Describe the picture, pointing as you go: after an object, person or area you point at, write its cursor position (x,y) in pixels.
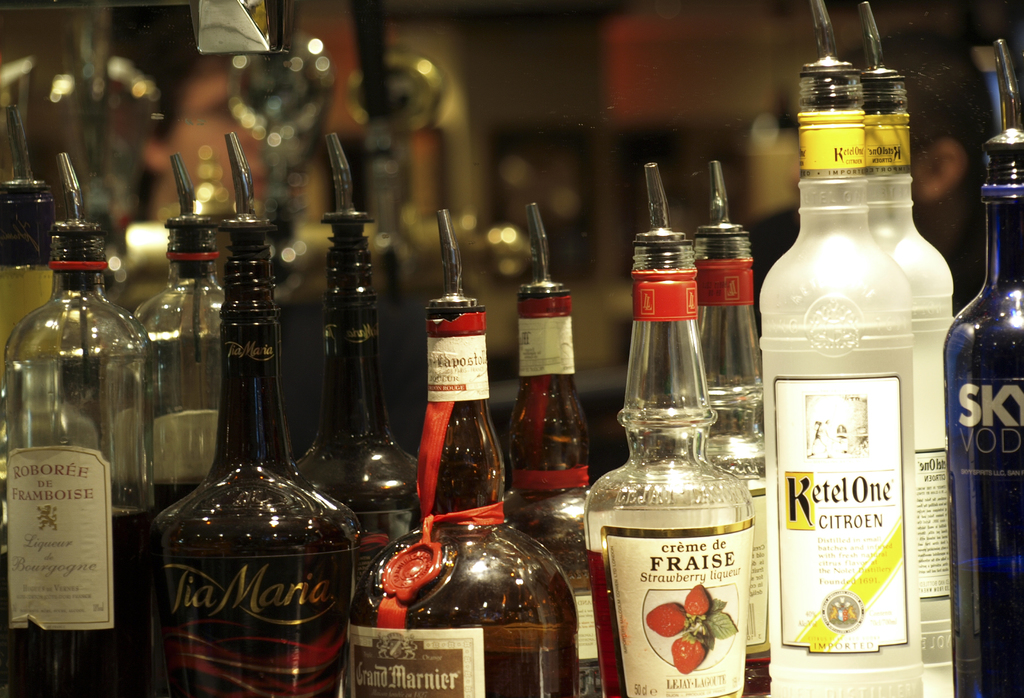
bottom of the image (916,665) there are some bottles (866,306). Right side of the image (1003,679) there is a blue color bottle (956,656). Right side of the image (946,647) there is a white color bottle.
